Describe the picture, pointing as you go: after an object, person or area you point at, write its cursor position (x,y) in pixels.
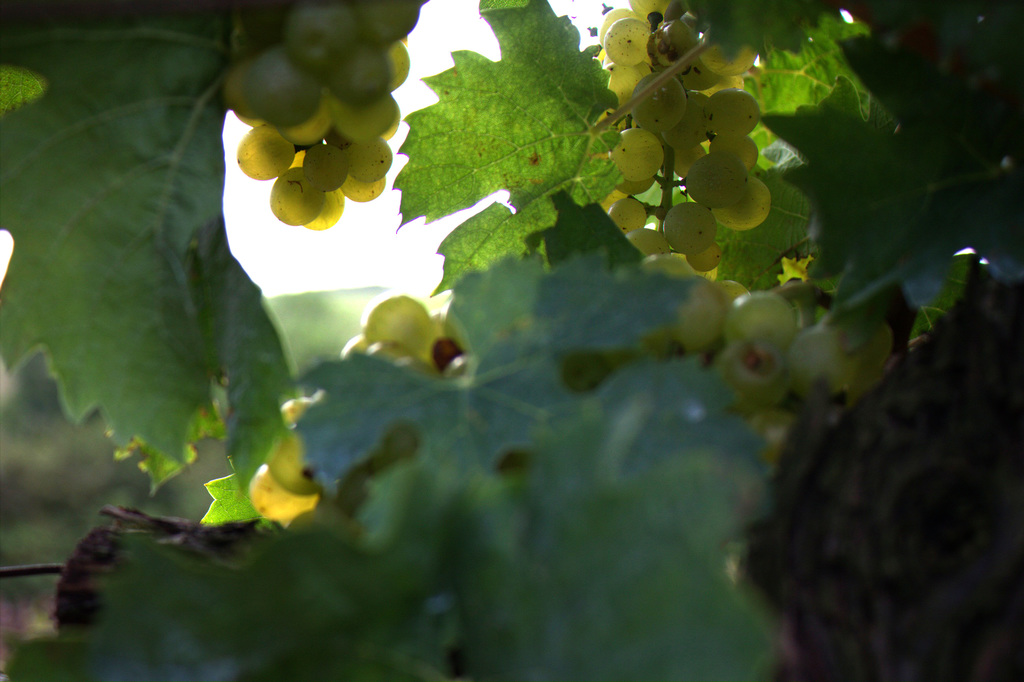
In the image there are grapes (700,180) to a grape plant (586,215).
